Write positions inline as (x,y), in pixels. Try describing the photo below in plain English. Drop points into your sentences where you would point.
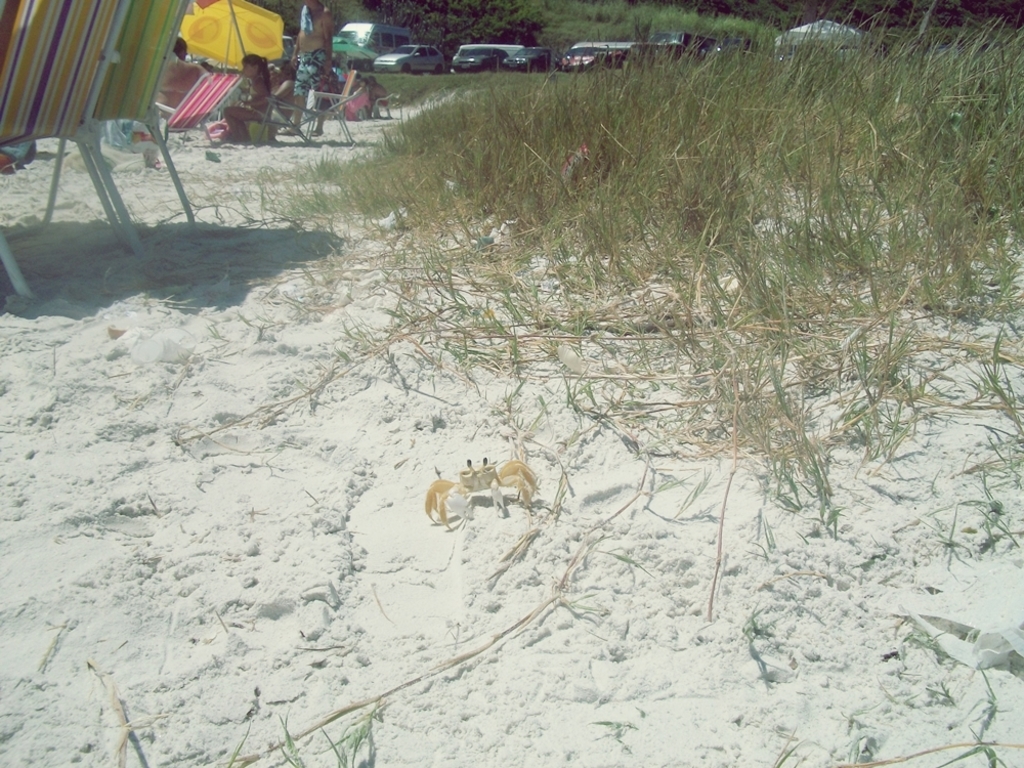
We can see grass (706,65), chairs (204,93) on the white surface (68,150), people (190,79) and umbrella (262,9). In the background (500,49) we can see trees (960,25) and vehicles (480,64).
